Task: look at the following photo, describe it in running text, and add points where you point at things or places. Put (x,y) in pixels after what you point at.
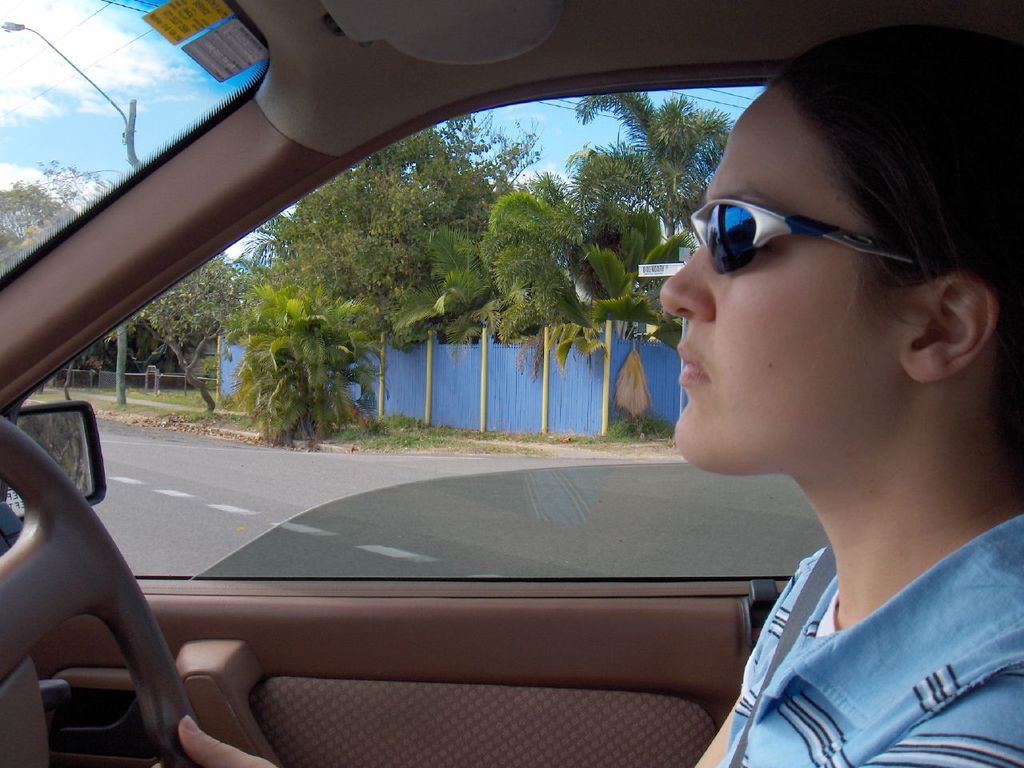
a person (823,603) is riding a car (116,671), wearing goggles (745,263) on the road (349,516). at the back (425,350) there are blue fencing (415,378) and trees (433,287).
